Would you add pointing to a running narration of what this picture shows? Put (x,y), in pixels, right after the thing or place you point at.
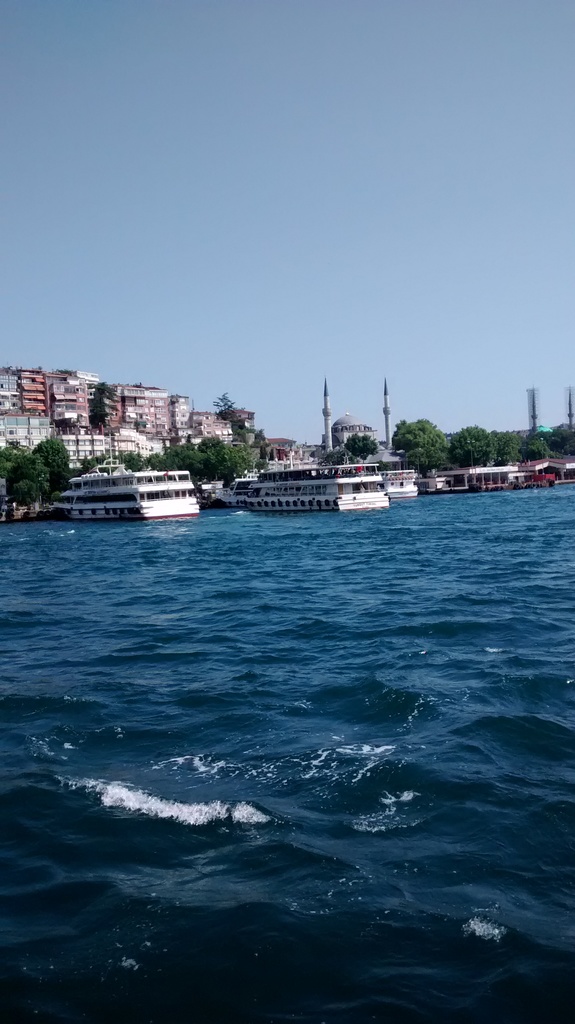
In this image, we can see water (179,682), there are some boats (286,492), we can see some trees (49,495) and there are some buildings (23,417), at the top (256,252) there is a sky (234,160).
